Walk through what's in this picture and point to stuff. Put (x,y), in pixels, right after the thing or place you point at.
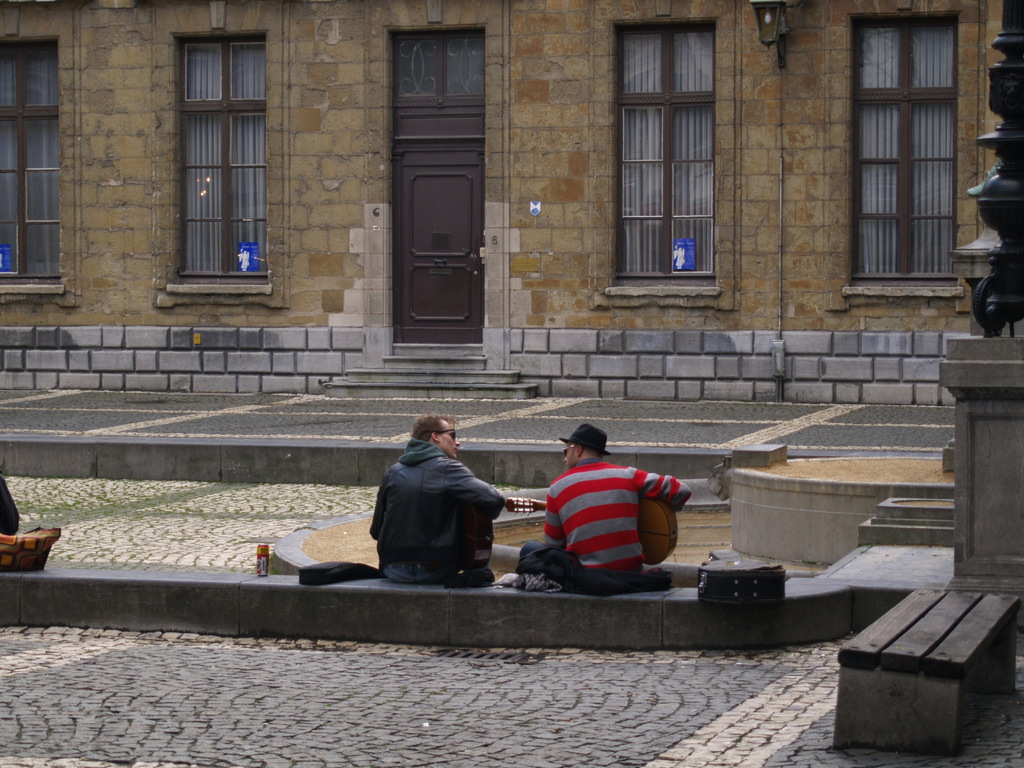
In this image I can see two men (657,492) are sitting. I can also see a man (603,554) is holding a guitar (511,508). In the background (706,312) I can see a building (97,292) and a door (411,210).
